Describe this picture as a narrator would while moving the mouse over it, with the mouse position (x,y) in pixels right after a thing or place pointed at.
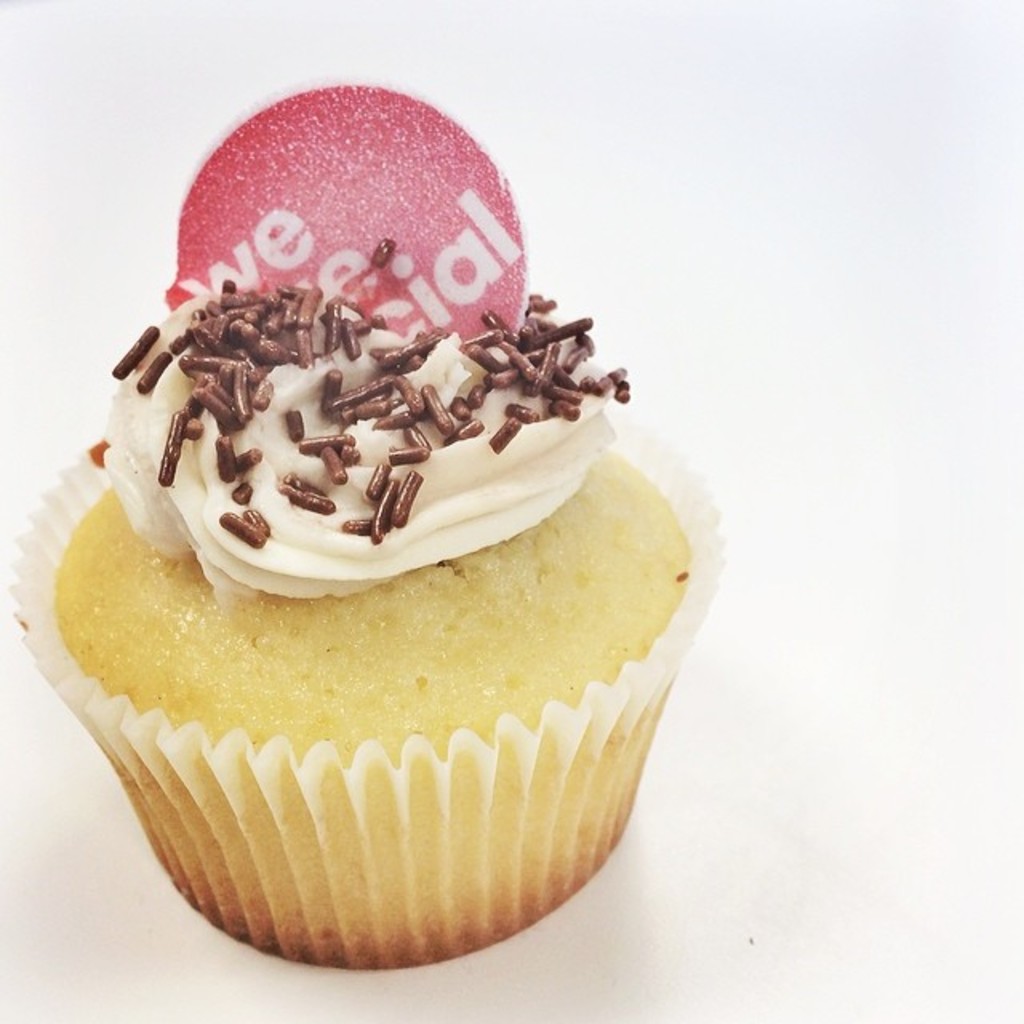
In the image there is a cupcake (405,636) and on the cupcake (369,527) there is some cream (359,504).
